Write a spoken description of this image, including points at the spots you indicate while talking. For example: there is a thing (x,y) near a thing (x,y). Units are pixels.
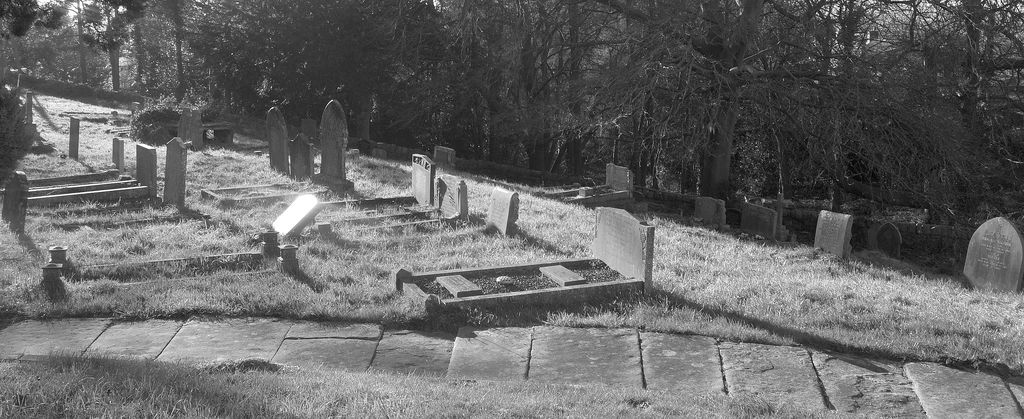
There are graves (273,173) and grassland (394,218) in the foreground area of the image (363,167), there are trees (412,87) and the sky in the background (448,56).
